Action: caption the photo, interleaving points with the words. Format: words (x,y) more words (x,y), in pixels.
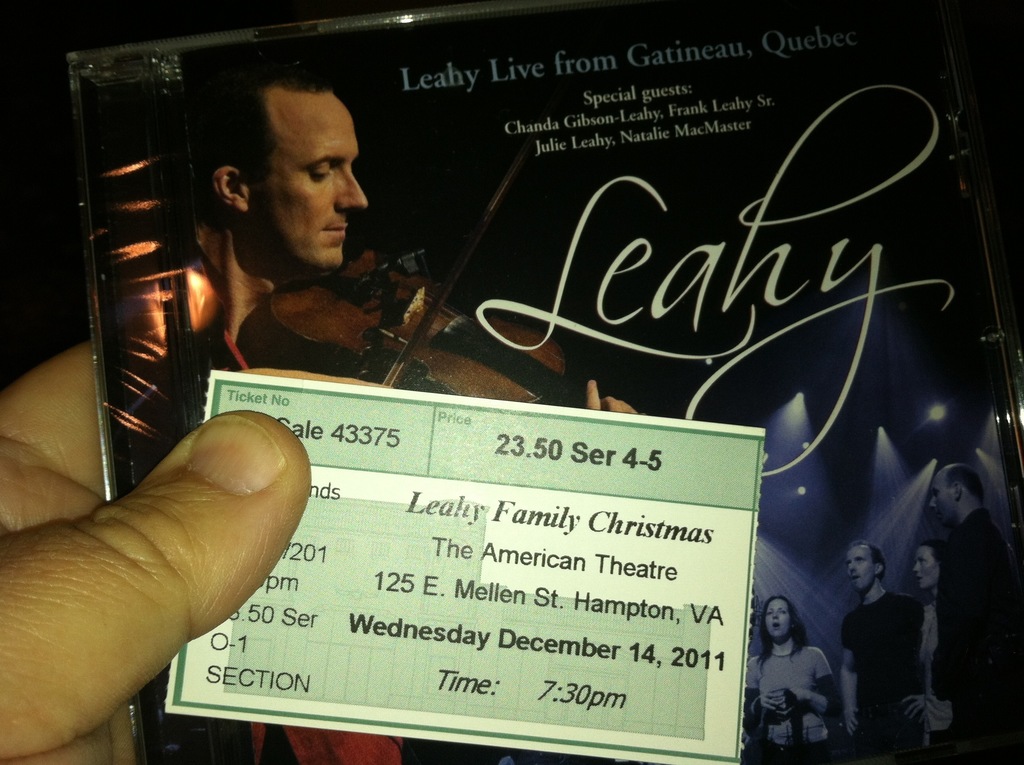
In the picture I can see the hand (124,721) of a person (299,468) holding the compact disc cover (503,293). On the compact disc (401,380) I can see a man (255,149) playing the violin (437,315) and there a few persons (973,539) on the bottom right (876,669) side of the compact disc cover (868,648).
